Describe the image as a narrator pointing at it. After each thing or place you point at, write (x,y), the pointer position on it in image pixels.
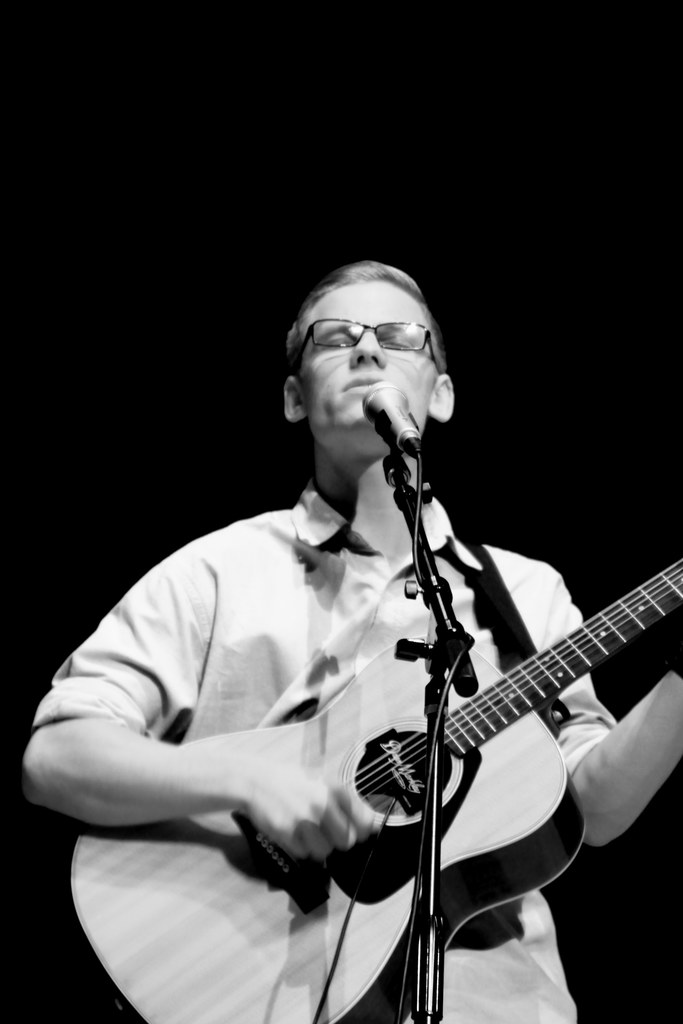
In this picture there is a man (516,950) standing playing a guitar (388,884) and there is mike (403,447) in front of this man (333,357) and the person (381,308) is wearing specs (320,329).
